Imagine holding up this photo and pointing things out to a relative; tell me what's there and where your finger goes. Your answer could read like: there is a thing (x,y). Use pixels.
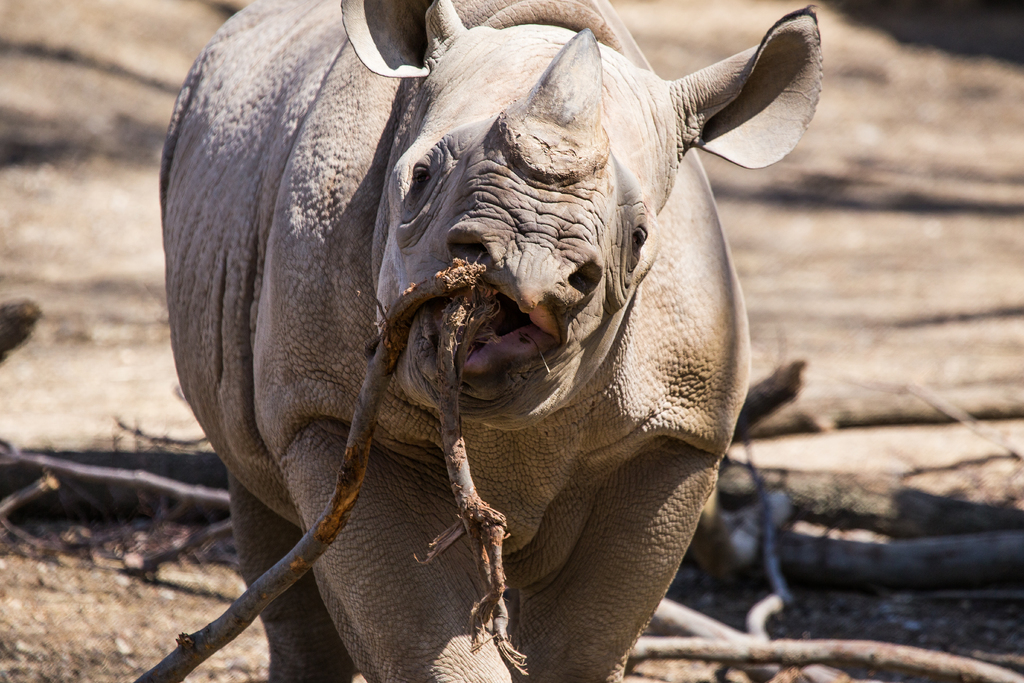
In this image there is an animal (598,395) holding a wooden stick (442,373) with its mouth (470,360). Background (880,605) there is land (66,61) having few wooden trunks (852,563) on it.
